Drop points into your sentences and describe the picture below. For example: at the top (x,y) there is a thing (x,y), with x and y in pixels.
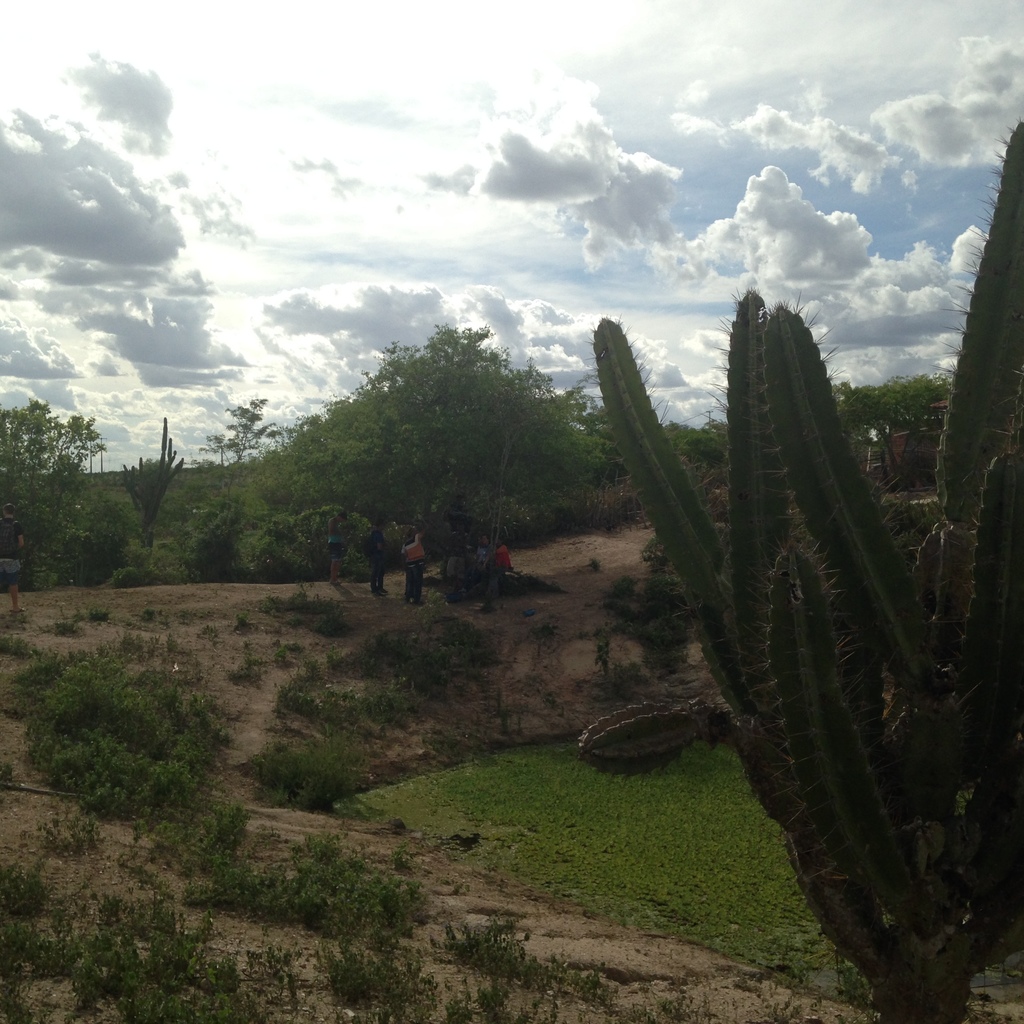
In this picture I can see some people (418,568) who are standing near to the tree (428,552). In the background (32,537) I can see many trees (5,458), plants (320,515) and grass (1,1009). In the bottom right (772,827) I can see the water (647,832). At the top (424,115) I can see the sky (481,111) and clouds (388,218).
